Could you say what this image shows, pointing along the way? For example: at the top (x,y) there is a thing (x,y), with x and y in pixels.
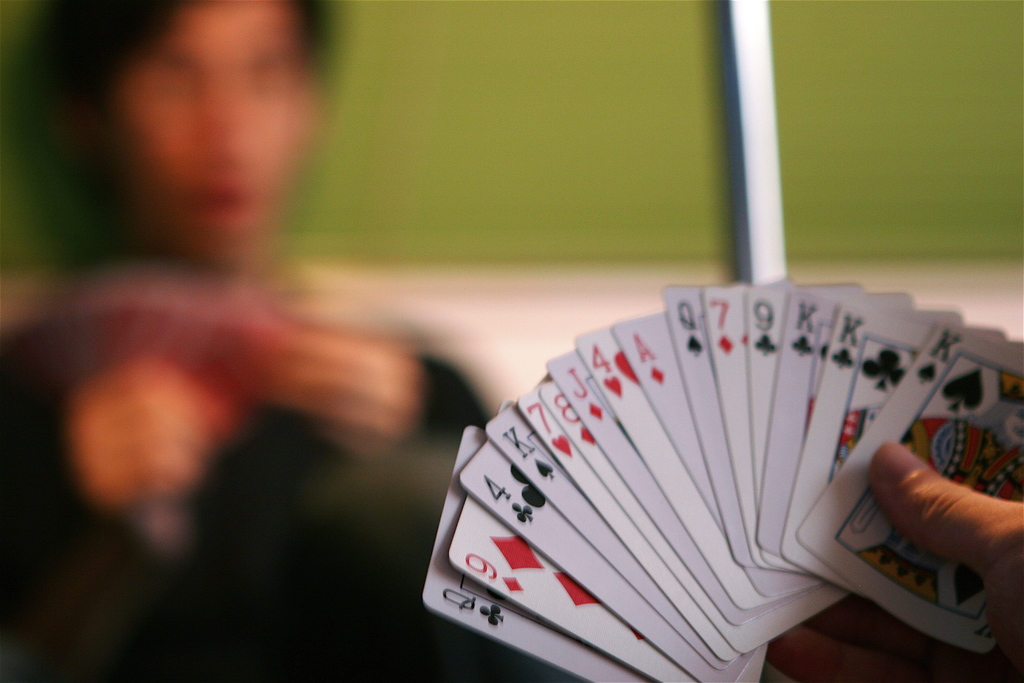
In this image we can see hand (1015,523) of a person (836,661) holding cards (618,467). There is a blur background (408,481) and we can see a person (334,426).
